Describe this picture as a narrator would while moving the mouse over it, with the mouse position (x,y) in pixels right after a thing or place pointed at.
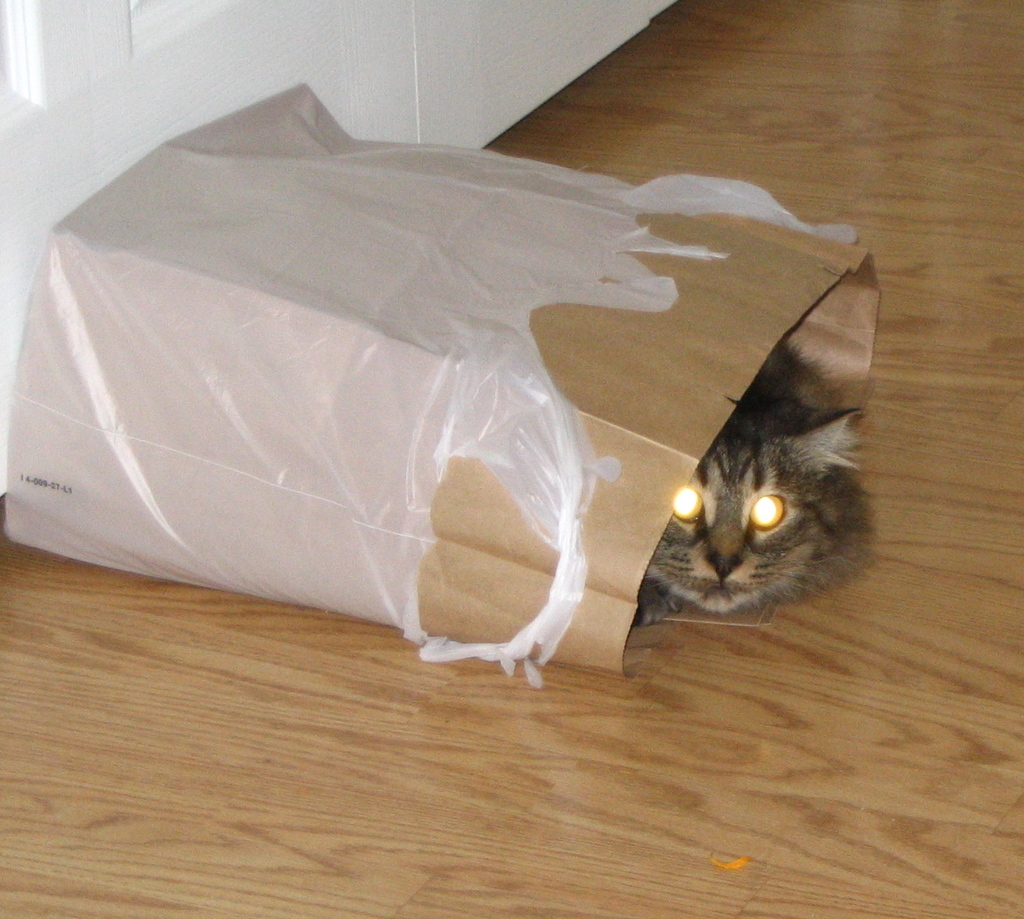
In this picture, we see a tabby cat (812,571) is in the plastic bag (460,398). Behind that, we see a white wall (59,149). This picture is clicked inside the room (893,710).
